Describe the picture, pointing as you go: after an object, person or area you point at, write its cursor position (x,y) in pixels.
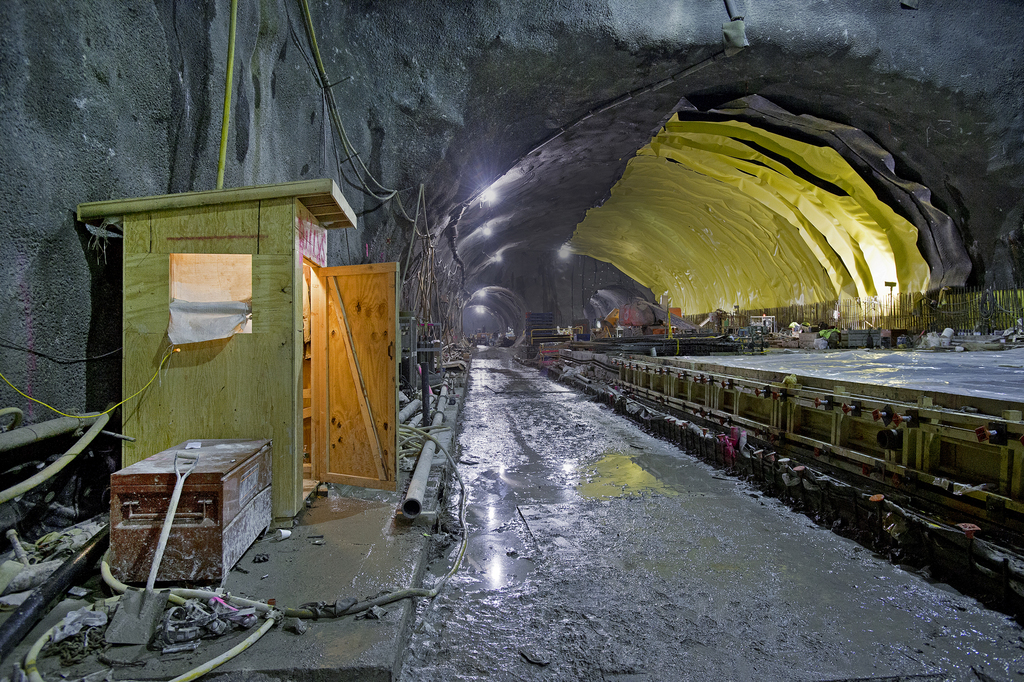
In this picture we can see a tunnel (741,281), in the tunnel (790,371) we can find a shovel (162,556), few pipes (266,605), box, cables (429,284) and lights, and also we can see few people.
